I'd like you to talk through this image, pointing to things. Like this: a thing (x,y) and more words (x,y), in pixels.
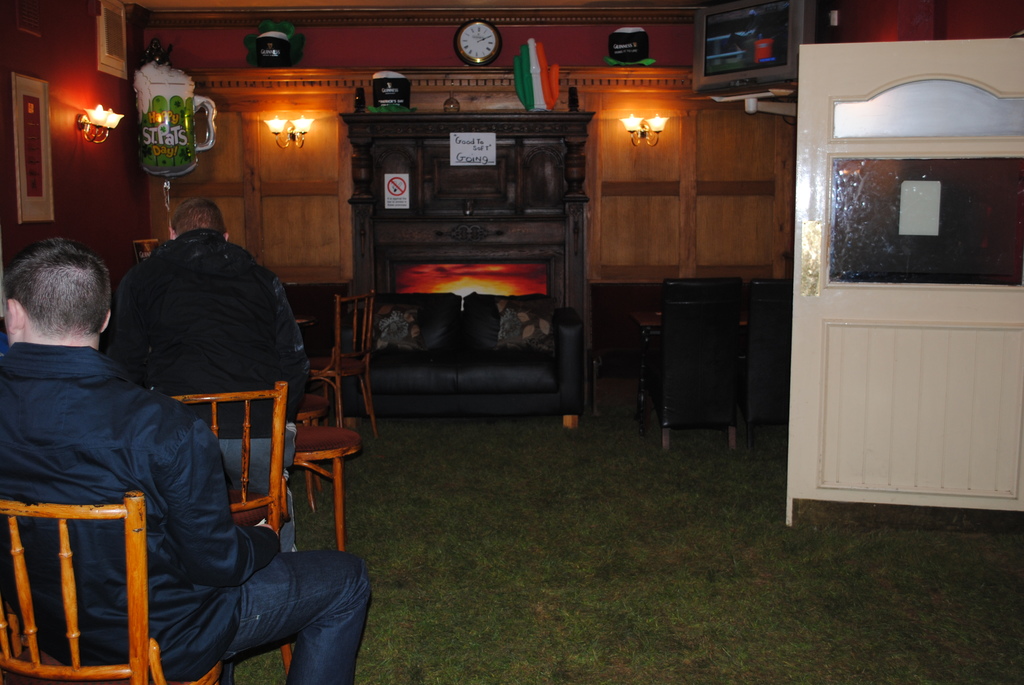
In this image we can see two persons (175,408) sitting on the chairs (138,632), there are some chairs (324,432), tables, sofas (361,389), lights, clock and some other objects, also we can see a cupboard (550,132), on the cupboard (570,201) we can see posters (454,148) and some other objects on it, in the background (248,79) we can see the wooden wall (255,93) and there is a door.
